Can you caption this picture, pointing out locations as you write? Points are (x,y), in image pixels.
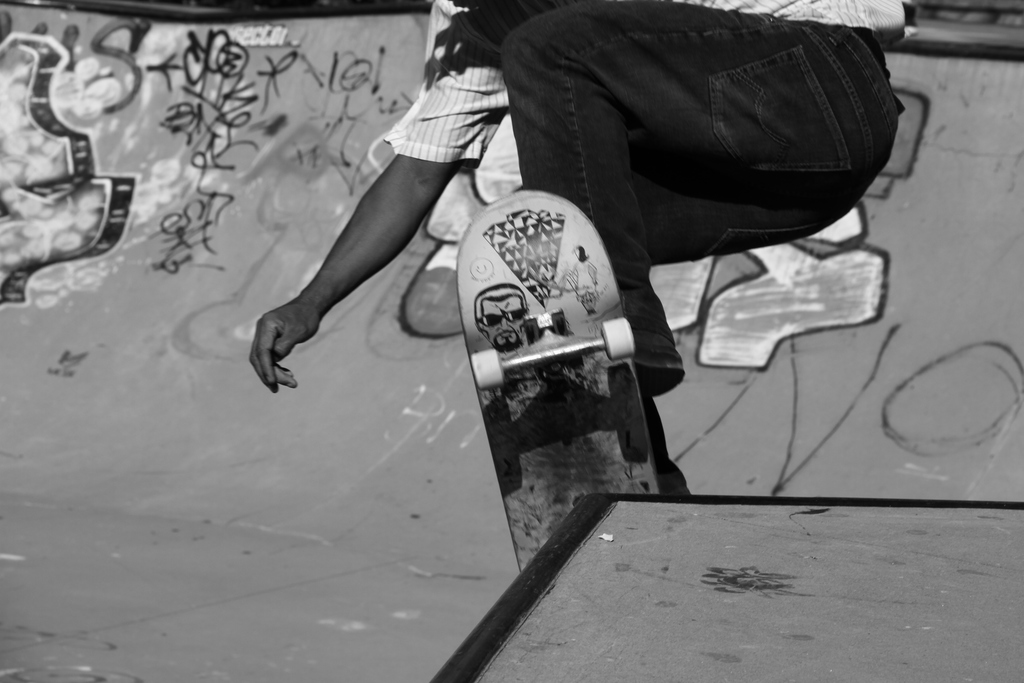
In this picture we can observe a person (683,73) on the skating board (529,356), skating in the skating rink (303,427). The person (448,96) is wearing a shirt (453,82) and a pant (644,123). In the background (253,464) there is a skating rink (188,259) on which we can observe an art (48,220).
